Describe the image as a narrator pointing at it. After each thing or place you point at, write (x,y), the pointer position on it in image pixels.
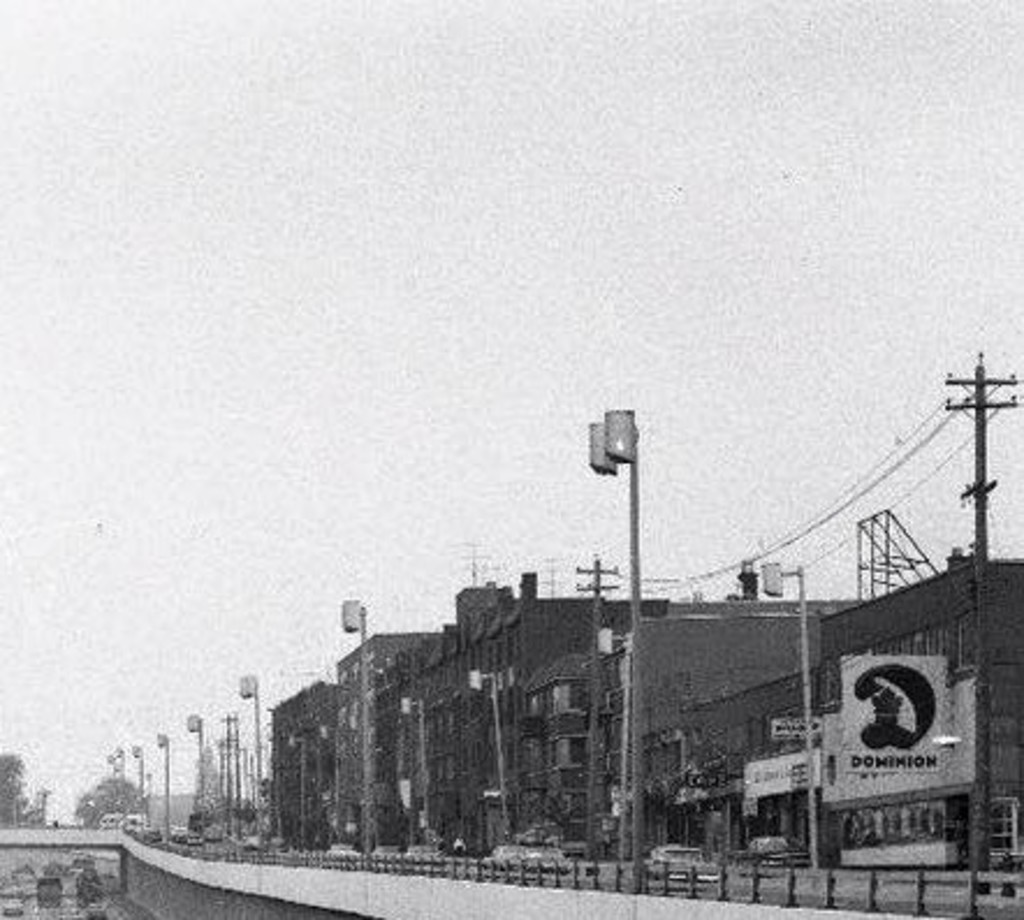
In the picture we can see black and white image of the buildings (1000,683) and near it we can see some poles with electric wires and road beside it and on the road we can see some vehicles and beside it we can see some poles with lights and a railing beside it and in the background (575,378) we can see some trees (6,774) and sky (357,554).
